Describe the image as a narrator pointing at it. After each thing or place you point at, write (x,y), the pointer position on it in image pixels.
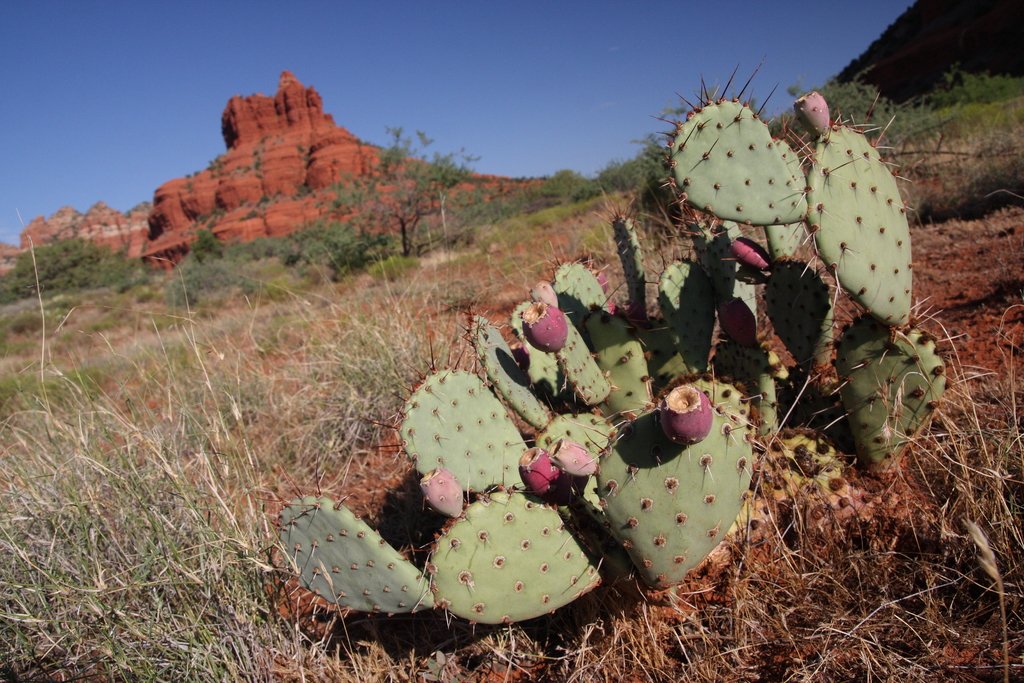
In this picture I can see there is a cactus plant (612,405) and grass (15,414). In the backdrop (578,130) there is a mountain (138,249) and the sky (14,14) is clear.
